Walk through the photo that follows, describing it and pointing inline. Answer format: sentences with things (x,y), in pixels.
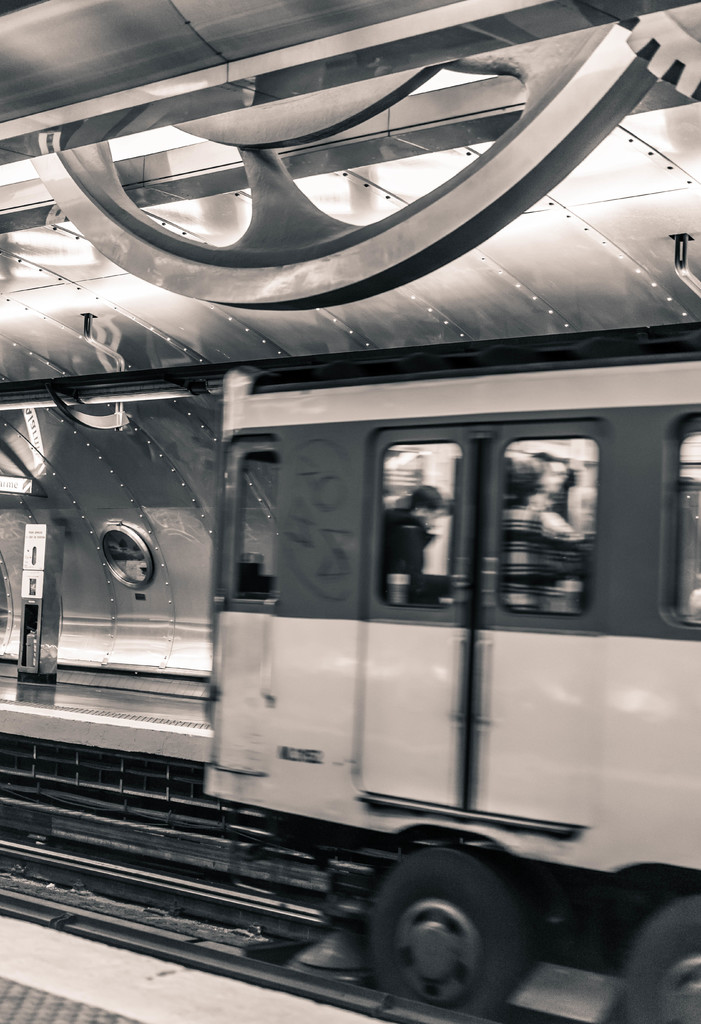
In this picture there are people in a train (445,825) on railway track (275,967) and we can see platform (75,975), shed (28,247) and objects (77,414).
